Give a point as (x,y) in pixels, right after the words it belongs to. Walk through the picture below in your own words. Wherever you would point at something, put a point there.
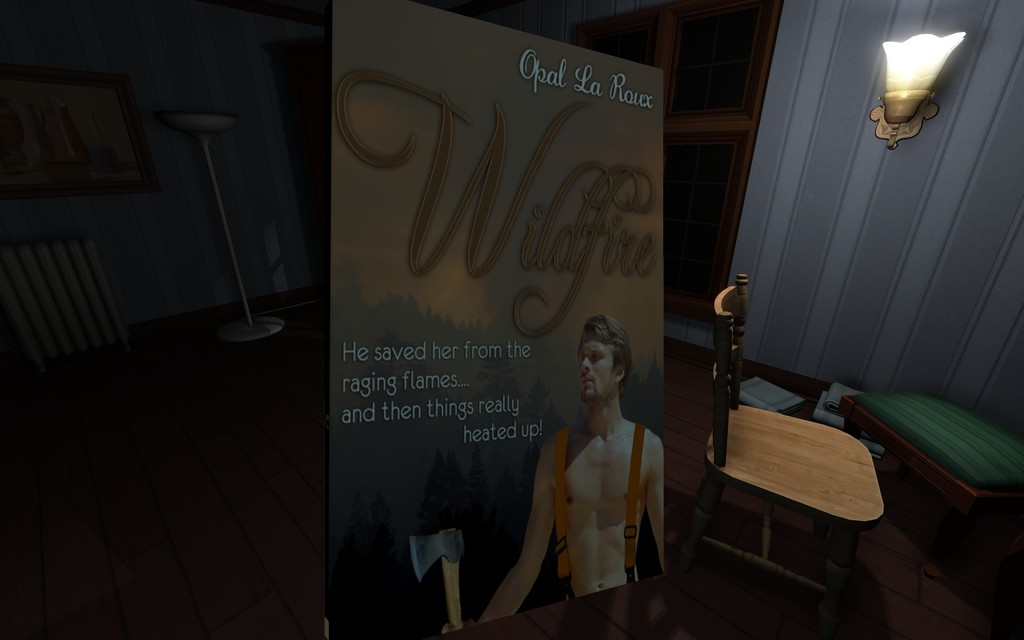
In the middle of the image (575,258) we can see a banner (383,87) and chair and table (996,458). Behind them there is a wall (827,9), on the wall (827,9) there is a window (730,223) and light (925,86) and there are some frames (145,183) and there is a pole (210,163).
